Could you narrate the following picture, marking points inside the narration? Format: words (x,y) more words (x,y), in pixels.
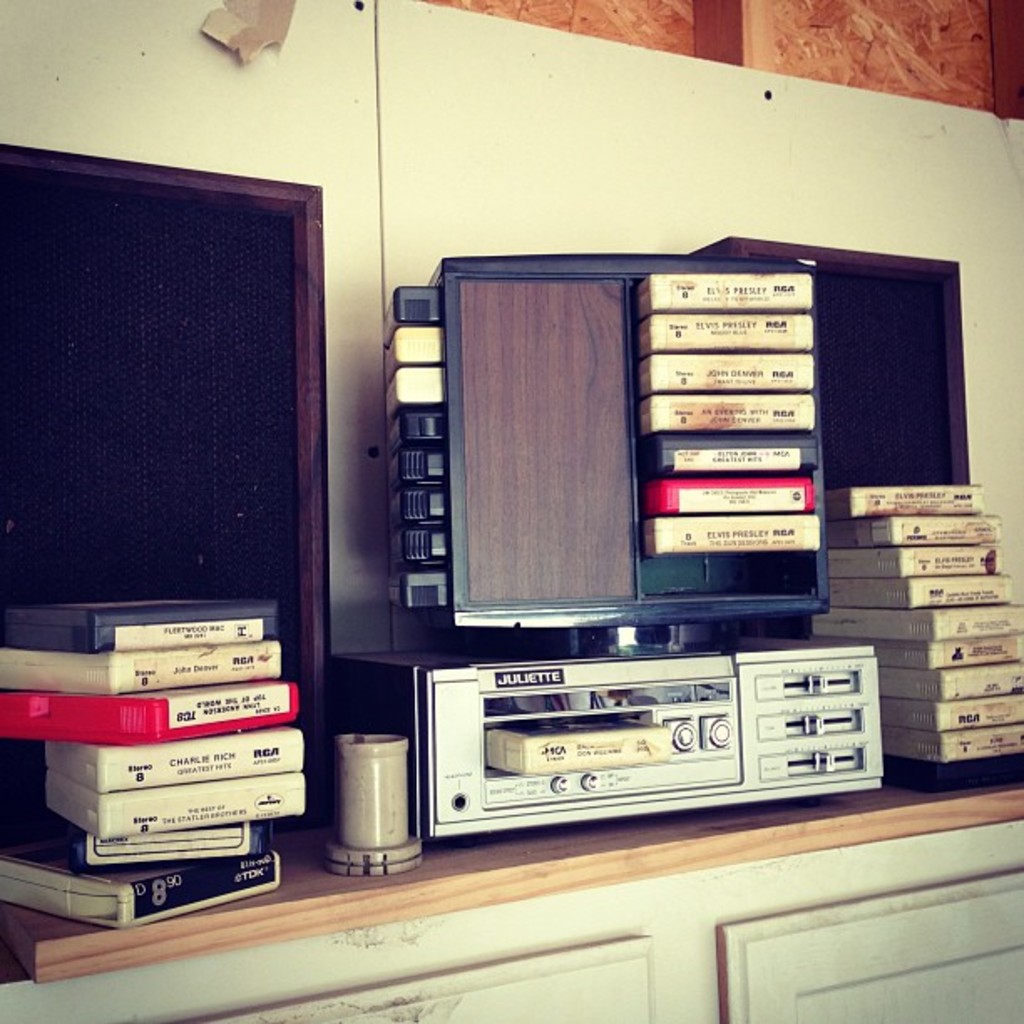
In this picture, we see a table (509,903) on which speakers (186,544), tapes (249,750) and a white color object (384,752) are placed. We even see a tape player (672,764) is placed on the table (731,836). Beside that, we see a rack (544,390) in which tapes (647,465) are placed. In the background (432,142), we see a white wall (527,145). At the top (721,49), we see the wooden wall (772,29).
